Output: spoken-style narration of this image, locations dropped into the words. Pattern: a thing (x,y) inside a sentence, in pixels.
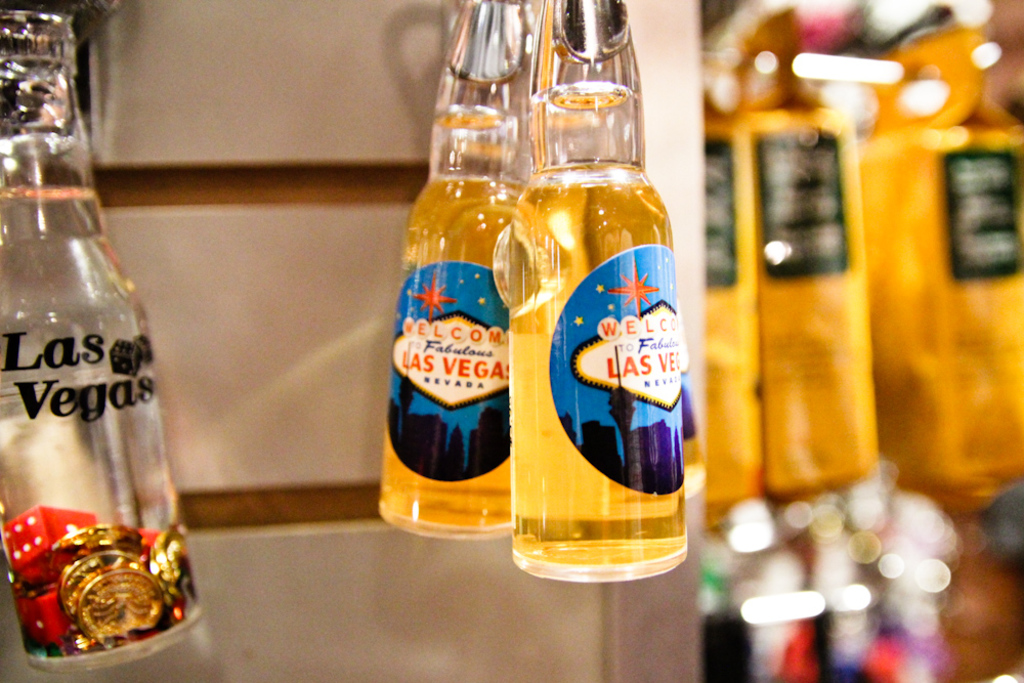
In the image, there are total three bottles (457,271) and it is written as Las Vegas on them, two of them fully filled one bottle (9,90) has dice (61,509) and coins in the background (272,265) there is a pillar (272,265).
